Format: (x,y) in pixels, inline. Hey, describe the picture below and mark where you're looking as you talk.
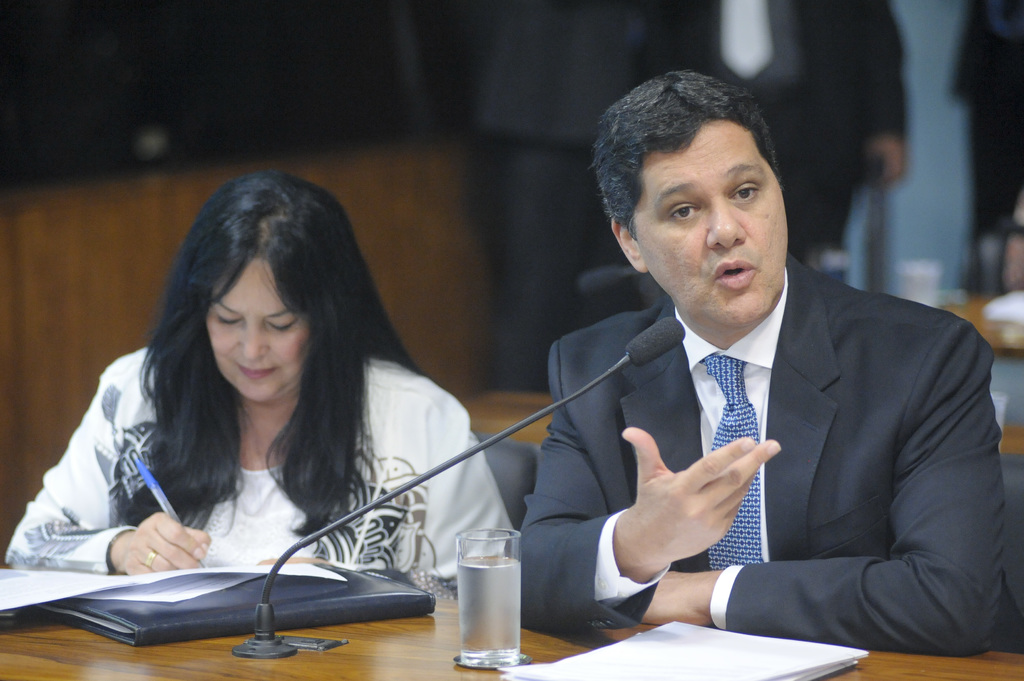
In this picture we can observe two members (403,383). One of them is a woman (173,495) writing on the paper (70,595) placed on the brown color table (353,670) and the other is a man (680,247) wearing a coat (807,481). In front of him there is a mic (661,338). We can observe file (174,609), papers (148,594) and a glass (469,606) on the table (407,660). In the background (572,116) there are some people (655,70) standing.
